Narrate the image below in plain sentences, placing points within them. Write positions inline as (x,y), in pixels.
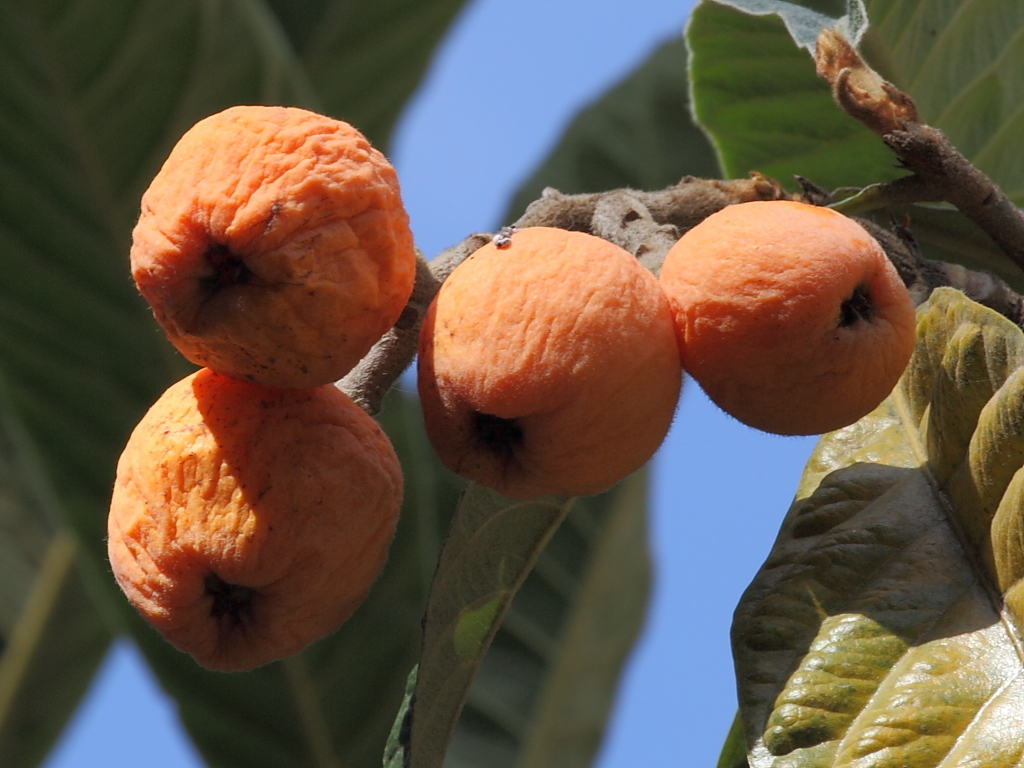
In this image, we can see a stem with fruits (317,246) and there are leaves (792,104).
